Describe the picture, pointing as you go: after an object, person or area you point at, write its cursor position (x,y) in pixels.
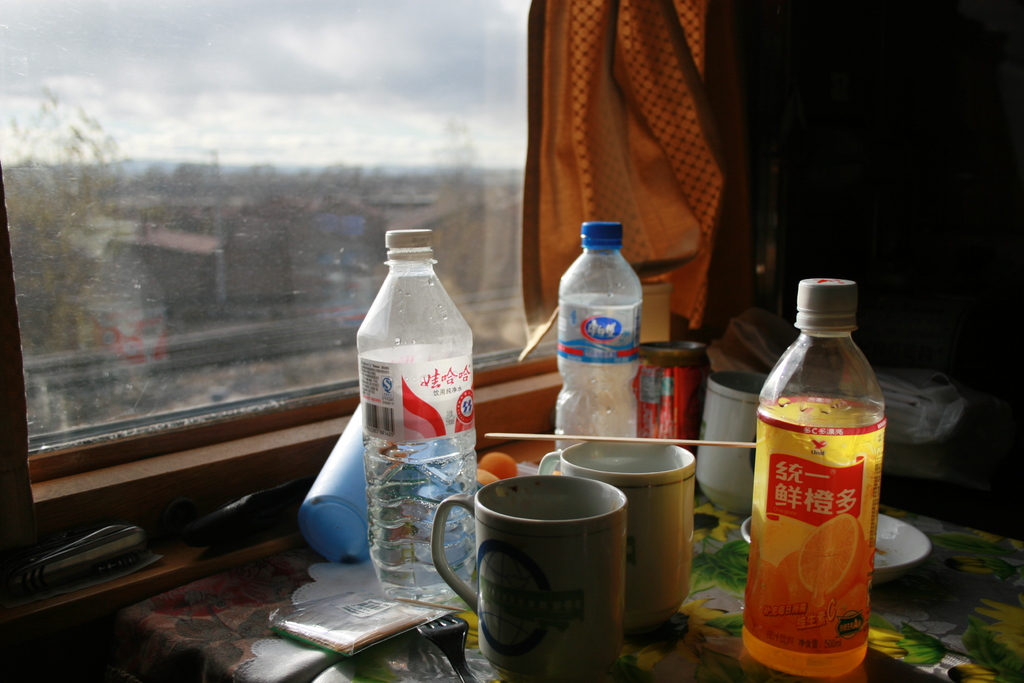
On this table (227,624) there are cups (677,500), tin (677,391), bottles (818,427) and fork (435,644). A window (446,245) with curtain (576,198).
